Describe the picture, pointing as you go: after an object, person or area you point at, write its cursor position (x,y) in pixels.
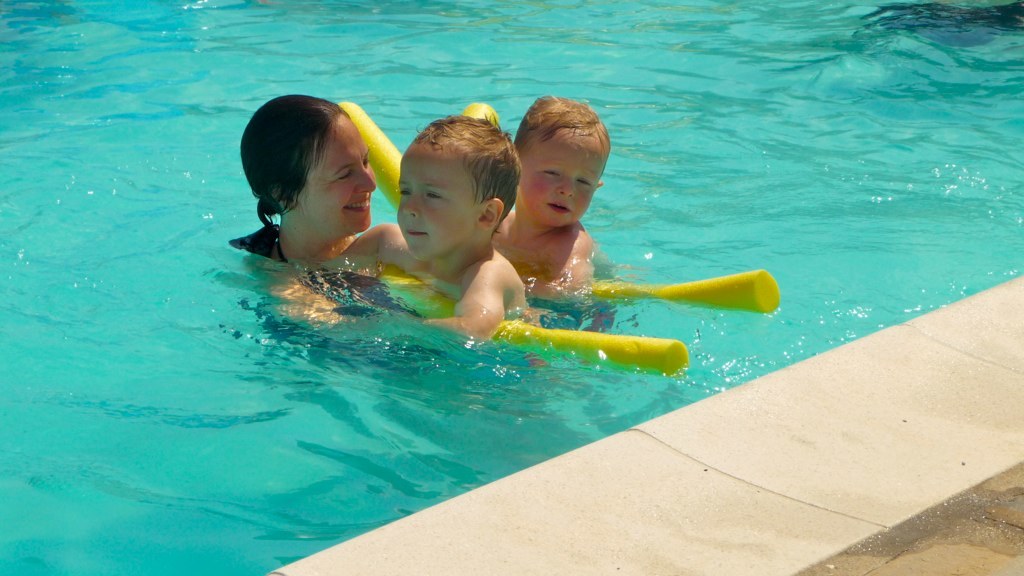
In this image, there are three people (482,187) in the water (352,354) and holding the objects (540,331). At the bottom right side of the image (796,515), I can see the pathway (833,513).
